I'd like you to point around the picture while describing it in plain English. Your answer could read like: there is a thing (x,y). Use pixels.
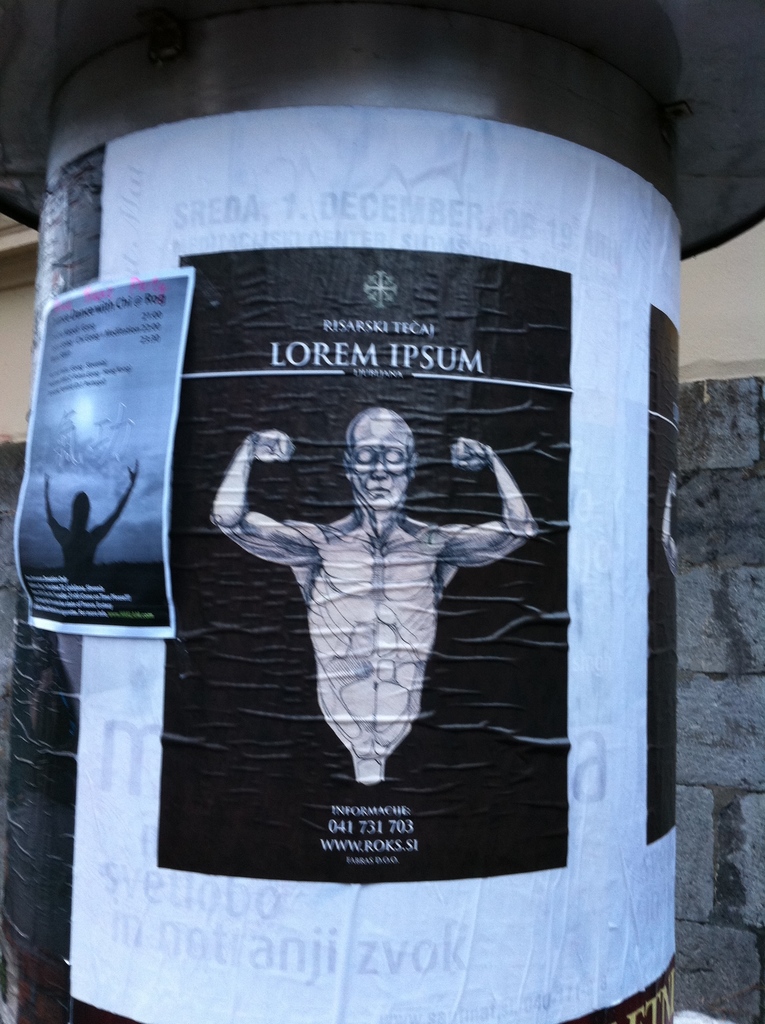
In this picture we can see a pillar (163,895), on this pillar (163,884) we can see posters (158,865) and we can see a wall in the background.
